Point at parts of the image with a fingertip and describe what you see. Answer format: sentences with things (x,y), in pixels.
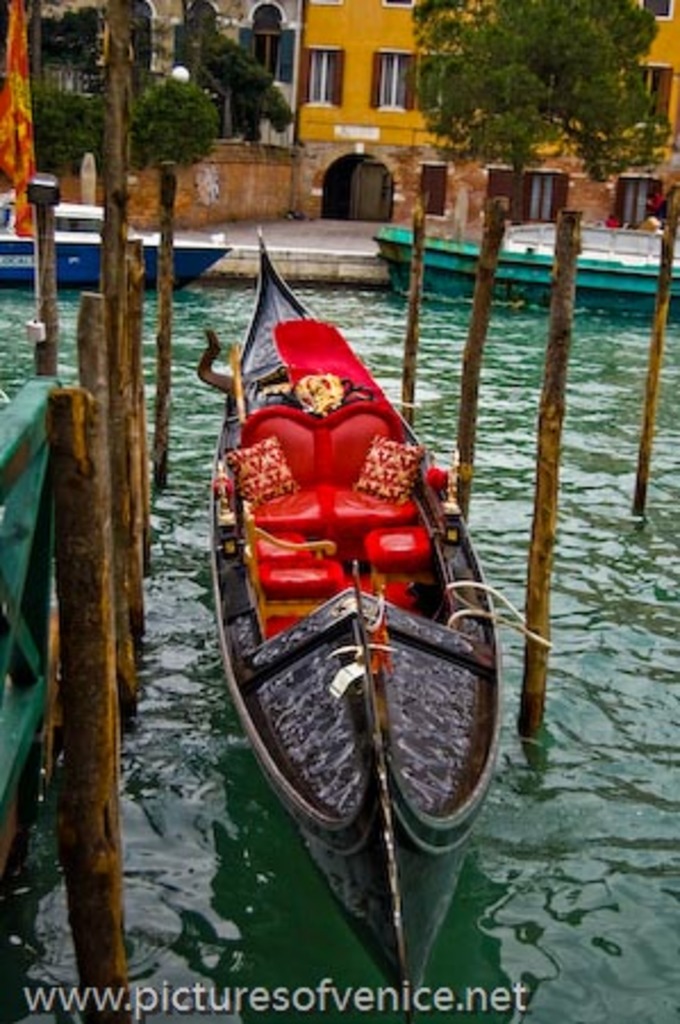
In this image there are boats (358,422) in a river (659,736) and there are wooden poles (132,386), in the background (322,99) there are trees (543,126) and buildings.
